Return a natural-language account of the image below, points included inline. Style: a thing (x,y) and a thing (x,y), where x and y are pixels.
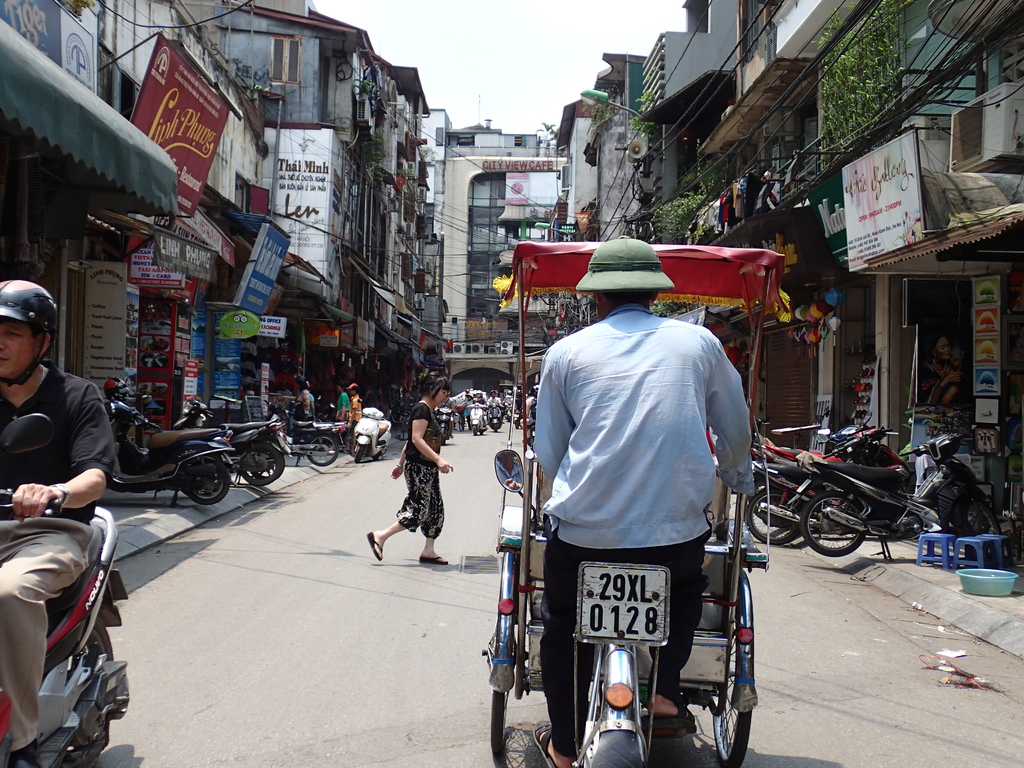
This is a street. On the street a person (587,420) is riding a vehicle (744,527). And he is wearing a hat (617,266). Another person (107,441) on the left side (75,534) is riding a scooter (71,588) wearing a helmet (52,325). A lady (406,471) is crossing the road (363,542). There are bikes (264,444) parked on the sides of the road (841,565). There are many shops (991,304) on the sides. There are banners (882,228) on the roads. In the background (509,233) there are buildings (557,184).
